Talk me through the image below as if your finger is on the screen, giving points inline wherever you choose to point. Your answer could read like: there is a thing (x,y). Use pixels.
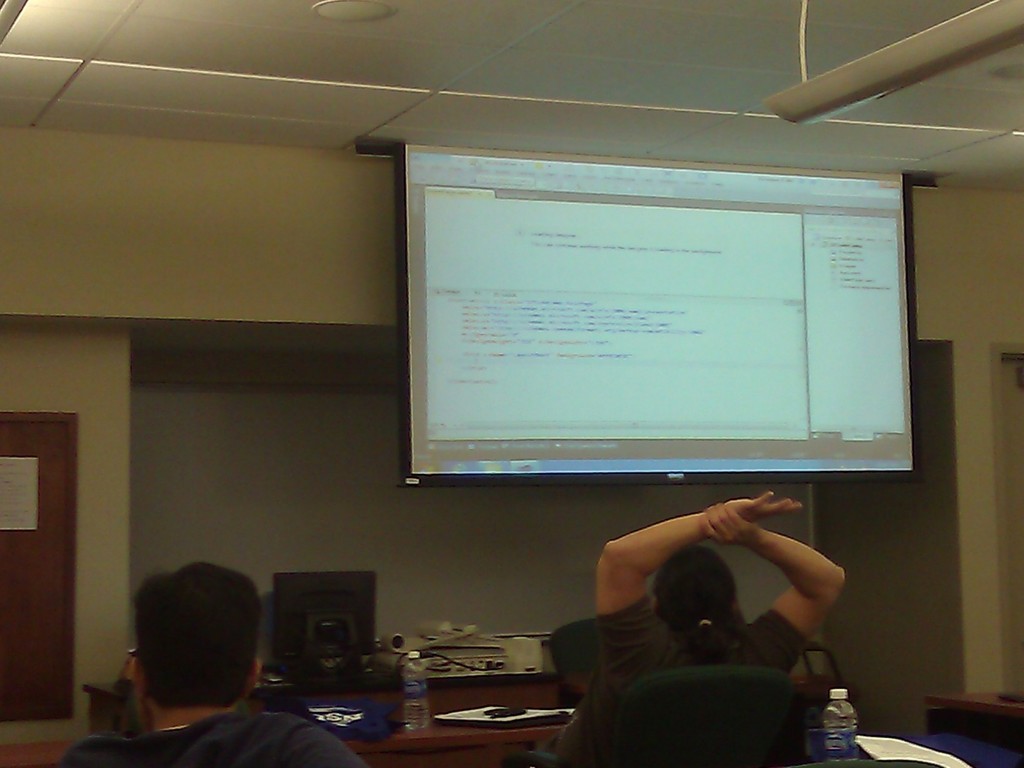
This is a picture taken in a room (443,608), there are two persons (599,696) sitting on chairs (629,729) in front of these people (589,749) there is a table (415,743) on the table (405,749) there are bottle (413,716), paper (461,718), pen (495,716), monitor (347,633) and some machines (477,660). In front of these people (629,669) there is a projector screen (626,339) and a wall (177,245) on the wall (154,252) there is a wooden board (33,589).
